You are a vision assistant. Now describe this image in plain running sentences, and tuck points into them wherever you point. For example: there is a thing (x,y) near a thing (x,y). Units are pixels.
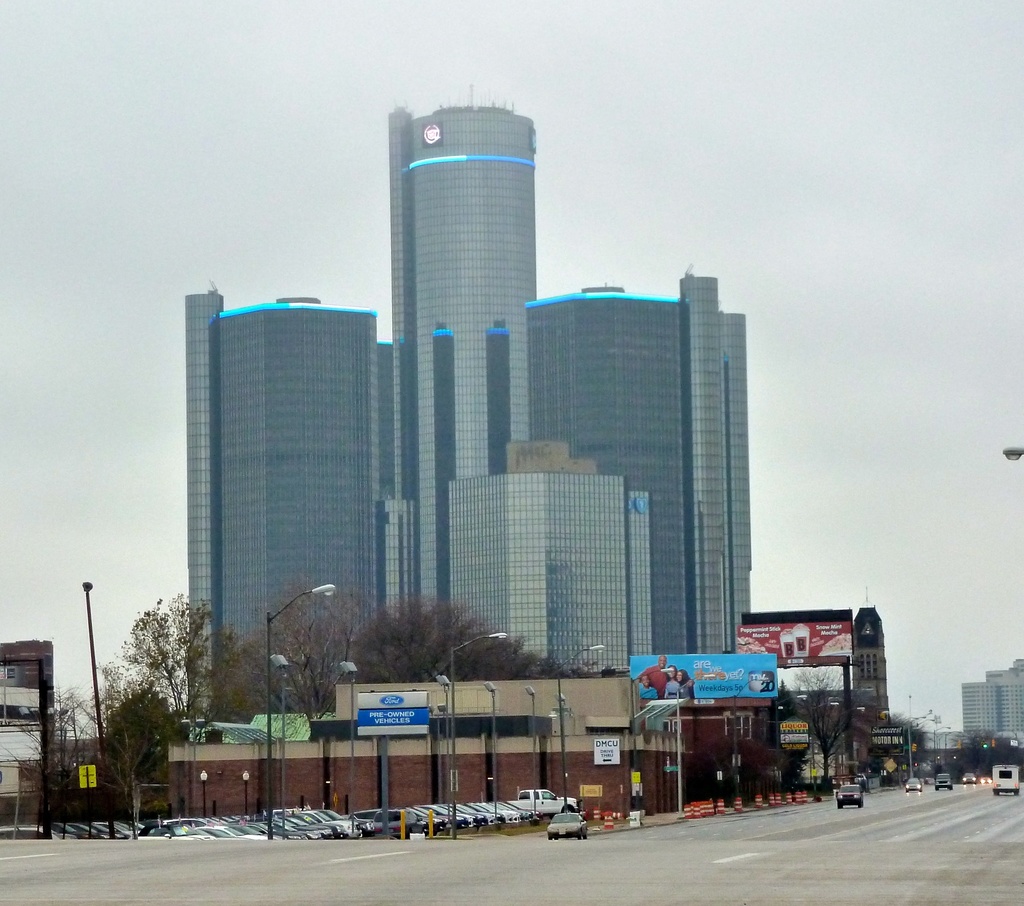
This image is taken outdoors. At the top of the image (209,226) there is the sky (816,233) with clouds (911,555). At the bottom of the image (761,882) there is a road (887,867). On the right side of the image (1004,706). There are a few buildings (980,706), trees (984,771) and a few cars (1001,789) are moving on the road (982,786). In the middle of the image (367,503) there are a few buildings (598,531). There is a skyscraper (429,563). There are a few trees (328,687). There are a few poles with street lights (343,668). There are a few boards (799,650) with text (799,650) on them. Many cars (180,834) are parked on the ground (428,837) and a few are moving on the road (991,811).
